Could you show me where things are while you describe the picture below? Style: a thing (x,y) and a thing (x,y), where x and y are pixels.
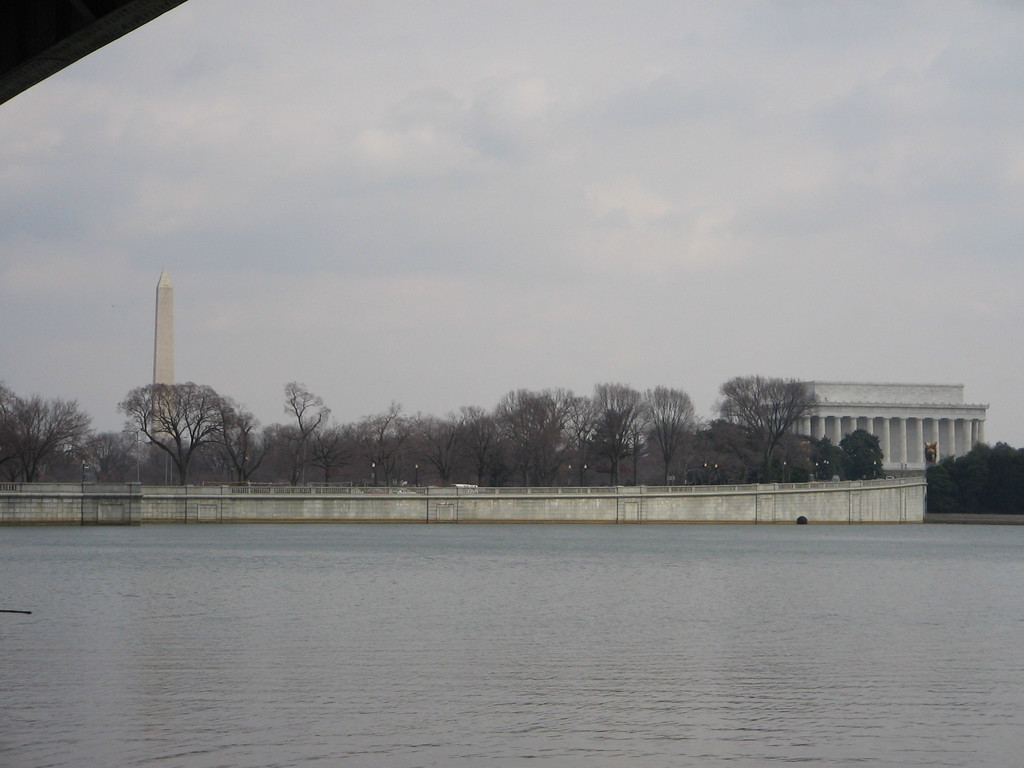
This image consists of water (560,632). In the middle (595,399), there are many trees (304,450). To the left (162,298), there is a tower (158,352). To the right (909,423), there is a building (894,427) in white color. At the top (622,151) there are clouds (617,195) in the sky (624,175).
